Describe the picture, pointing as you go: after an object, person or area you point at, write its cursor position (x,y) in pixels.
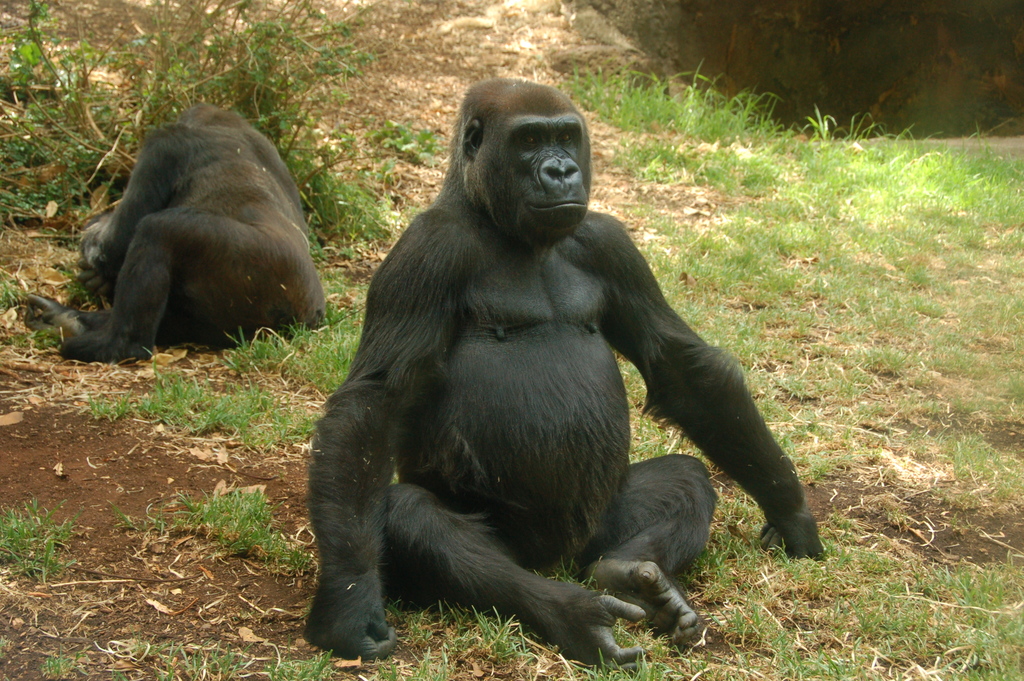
In this picture I can see monkey (544,415) sitting on the grass (816,412). I can see another monkey (206,252) behind. I can see bushes (226,76) on the left side (122,100).
